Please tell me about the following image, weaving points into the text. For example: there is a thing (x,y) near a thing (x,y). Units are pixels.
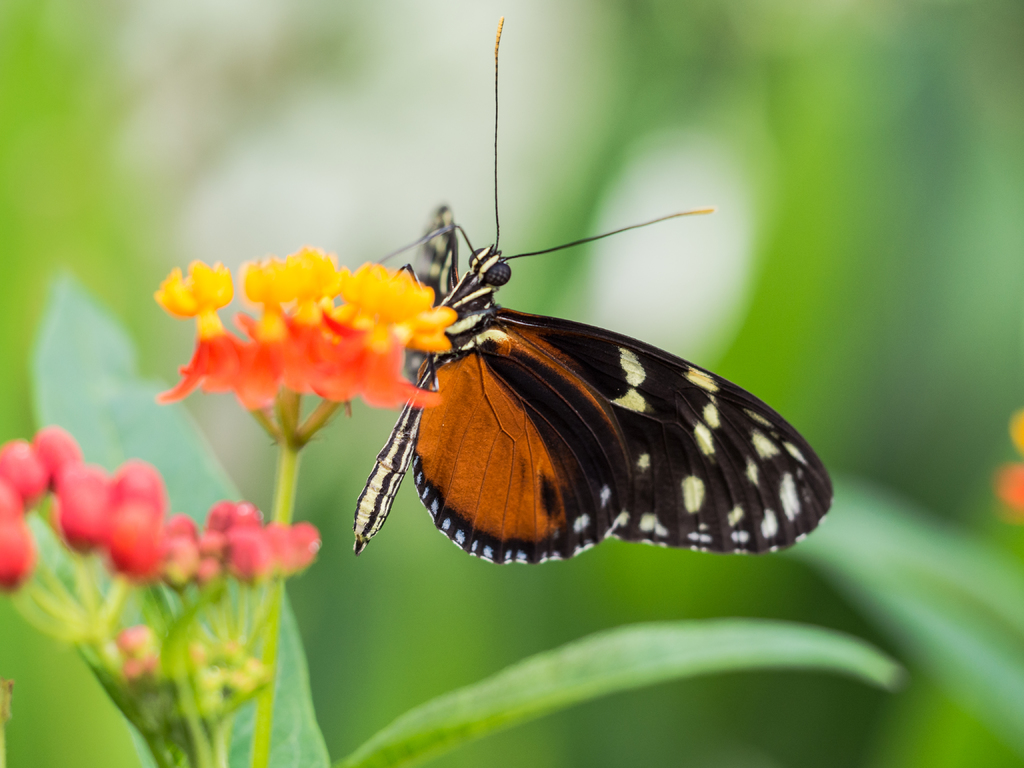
In this image I can see few green leaves (293,692), number of flowers (387,395) and a brown and black colour butterfly (500,394). I can also see green colour in the background (890,209) and I can see this image is blurry in the background (816,262).
